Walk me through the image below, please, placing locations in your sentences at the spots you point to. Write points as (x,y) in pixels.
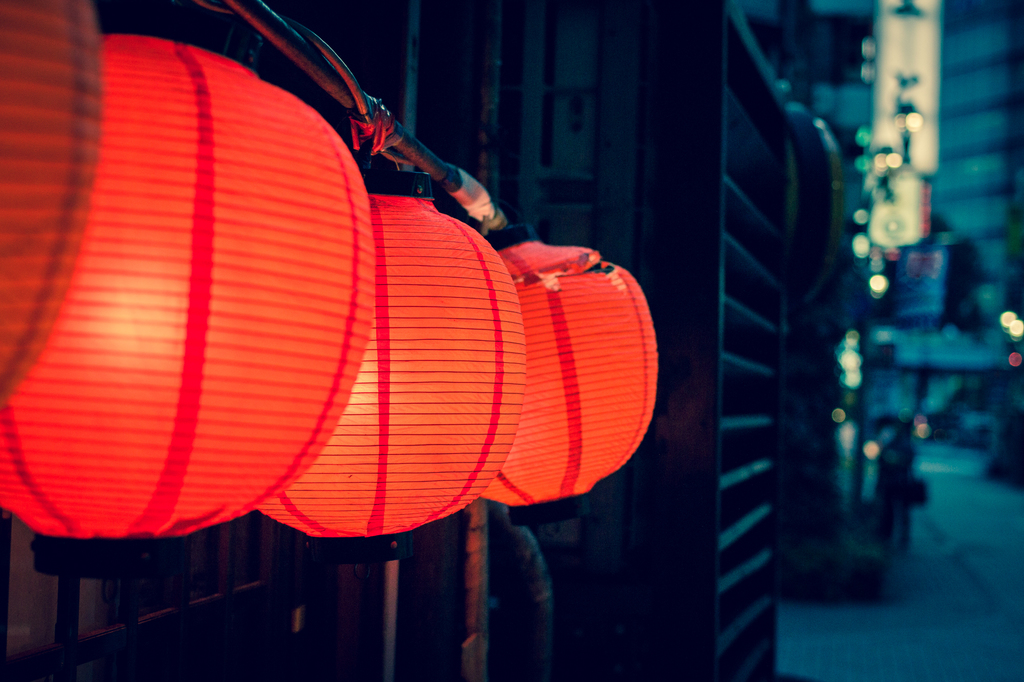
In this image there are a few lanterns (365,365) with lights (405,231) are hanging on the road (953,641), beside that there is a metal structure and there is a person (889,438) standing on the road (934,549). The background (1000,365) is blurred.
